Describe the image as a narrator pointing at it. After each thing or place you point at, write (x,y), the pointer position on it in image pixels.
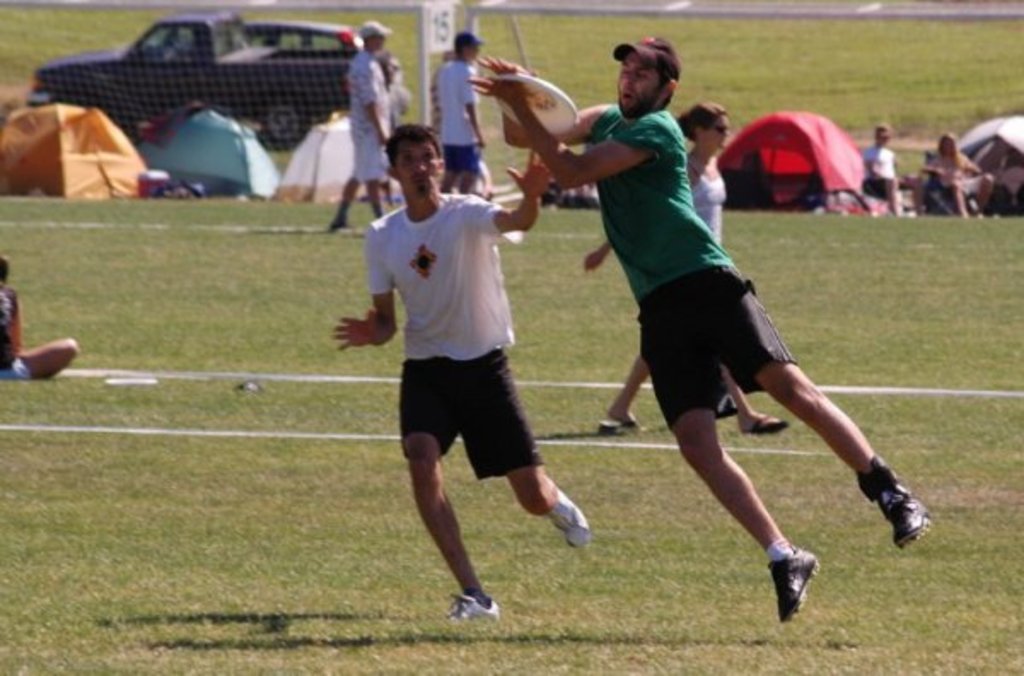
In this image in the foreground (433,364) there are some people (433,351) who are playing some game, and one person (580,118) is holding something. At the bottom (651,509) there is grass (943,424), and in the background (890,175) there are group of people (935,170) sitting and watching the game and also there are some tents (56,172), net (398,21), pole (401,4) and car (299,99).
